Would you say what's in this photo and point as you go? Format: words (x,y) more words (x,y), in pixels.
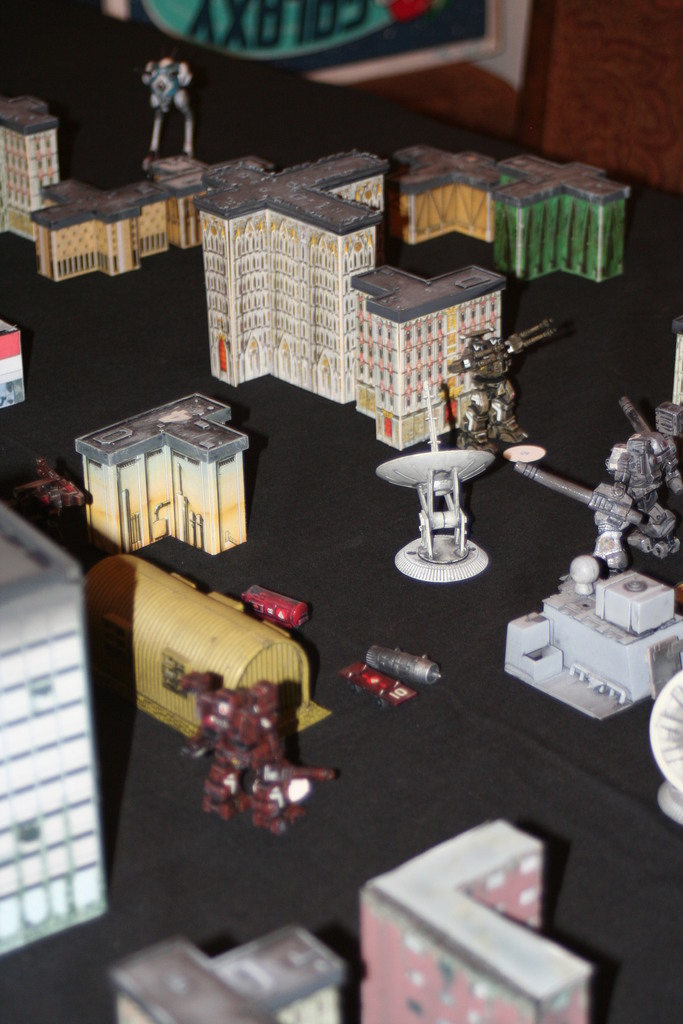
In this image we can see group of toys (594,260) placed on the surface (448,736). In the background (488,41), we can see a photo frame (417,28).
